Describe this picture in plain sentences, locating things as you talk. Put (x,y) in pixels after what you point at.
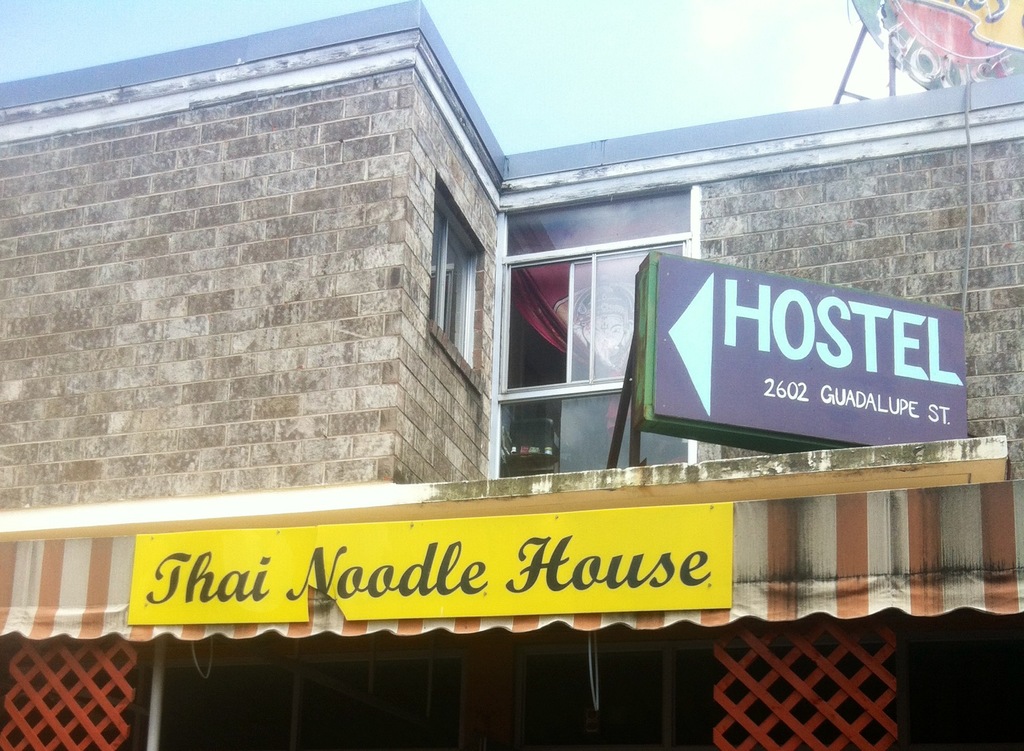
In this picture I can see hoarding (708,368) on the right side (728,355). I can see glass windows (527,292).
